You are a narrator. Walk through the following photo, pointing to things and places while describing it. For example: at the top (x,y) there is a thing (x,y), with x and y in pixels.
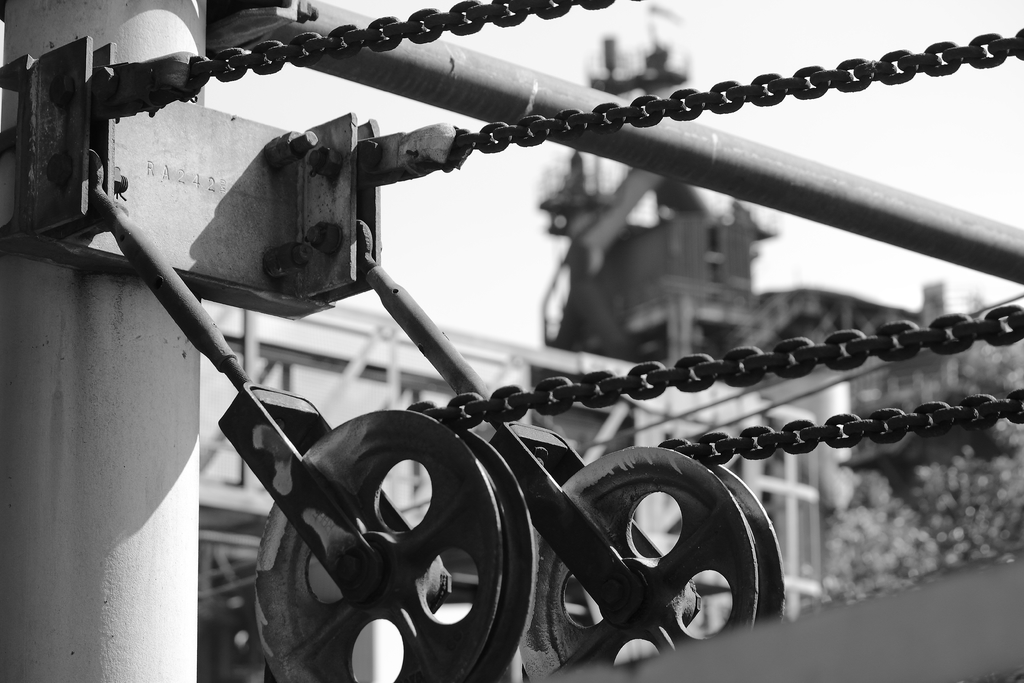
In the foreground (353,466) I can see metal chains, wheels (596,500) and metal pipes (562,98). In the background (221,520) I can see buildings (221,520), trees (823,556), plants (823,556) and the sky (941,19). This image is taken, may be during a day.
